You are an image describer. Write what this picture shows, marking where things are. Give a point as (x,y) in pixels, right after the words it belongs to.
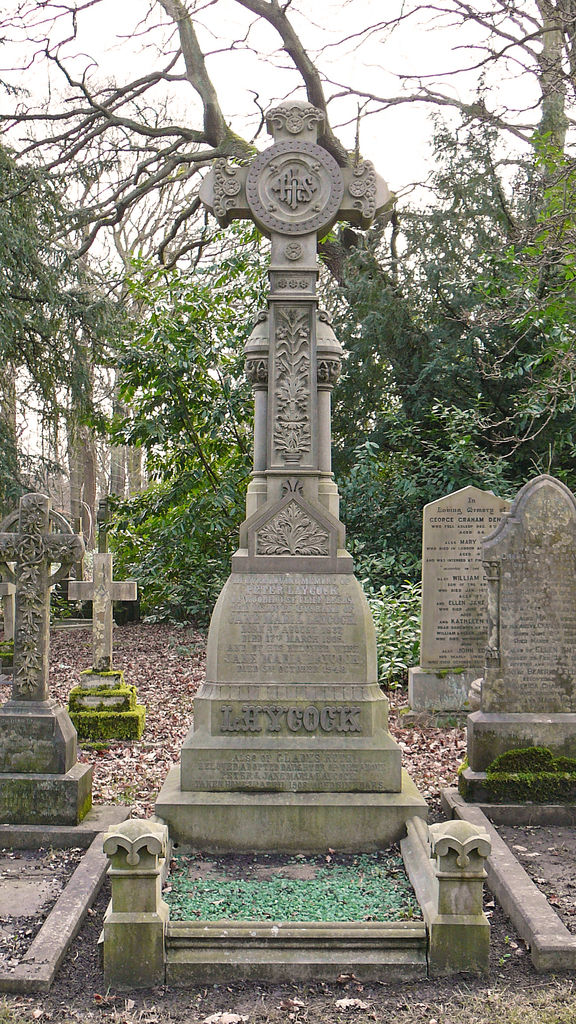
In this image I can see the cemetery (205,652). In the background (520,360) I can see many trees (572,465) and the sky (226,70).
